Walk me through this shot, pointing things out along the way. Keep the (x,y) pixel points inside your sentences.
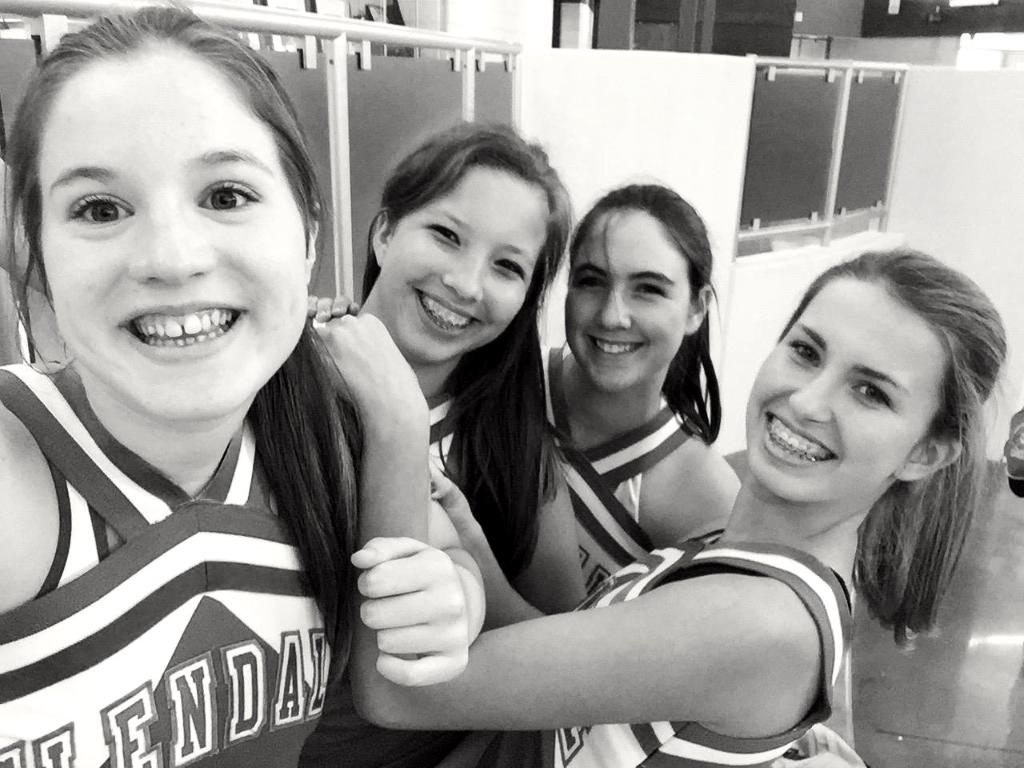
This is a black and white pic. In this image we can see few girls (58,454) are smiling. In the background (362,113) there are walls (464,8), windows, glass doors (460,122) and other objects (783,122).
